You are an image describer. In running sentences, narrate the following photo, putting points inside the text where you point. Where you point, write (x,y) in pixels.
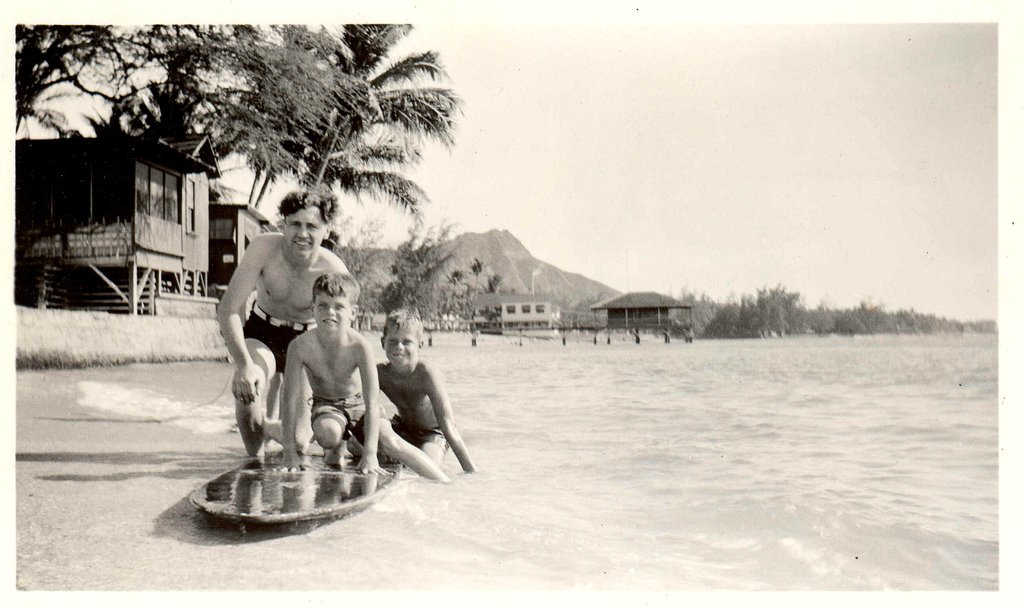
In this picture, we can see a few people (330,310) on an object (236,468), we can see the ground (241,451), water huts (493,329), trees (273,86), mountains (515,263) and the sky (651,139).
